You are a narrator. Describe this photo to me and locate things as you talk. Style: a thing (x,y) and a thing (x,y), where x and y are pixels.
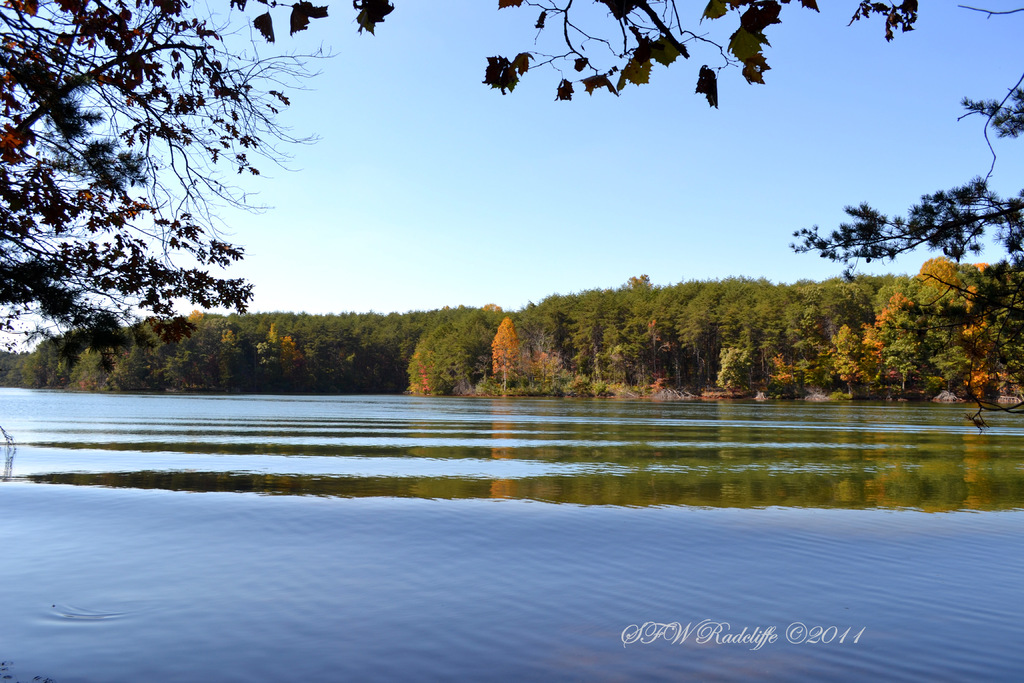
In the center of the image (569,420) there is water (91,574). At the background of the image (857,368) there are trees (497,332). At the bottom of the image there is a text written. At the left side of the image (189,100) there is a tree (72,42).
